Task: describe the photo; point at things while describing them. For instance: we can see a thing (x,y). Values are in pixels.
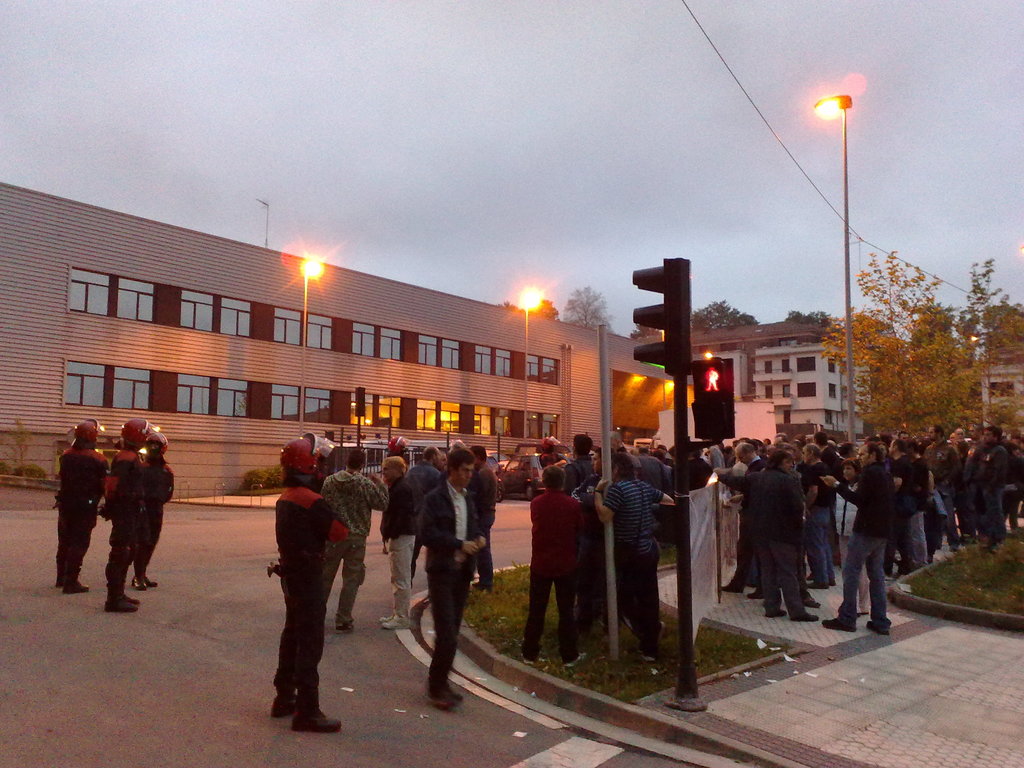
This is the picture of a city (422,382). In this image there are group of people (314,514) standing on the road (256,586) and on the footpath (989,686). At the back (87,390) there are buildings (459,375) and trees (985,312) and there are street lights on the footpath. At the top (453,138) there is sky (469,76). At the bottom (327,703) there is a road (379,686) and there is grass (669,645).
